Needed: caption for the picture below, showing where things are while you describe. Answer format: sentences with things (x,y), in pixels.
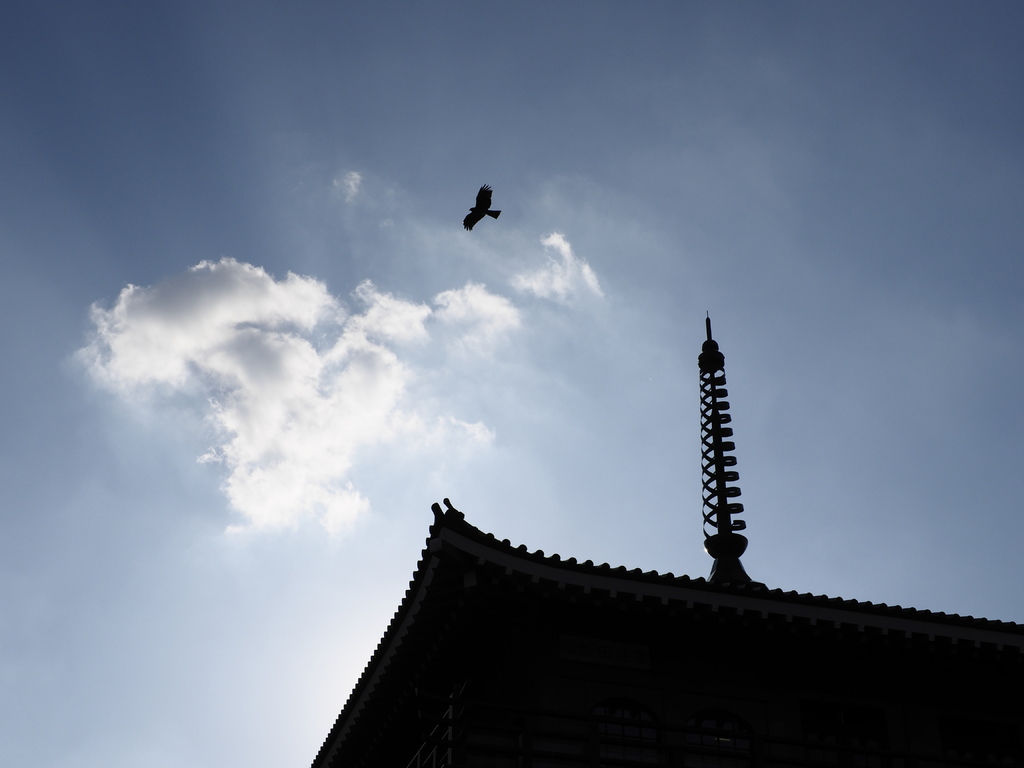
In this picture we can see the pagoda roof (951,628) in the front (783,682). On the top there is a eagle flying in the sky (383,305).
